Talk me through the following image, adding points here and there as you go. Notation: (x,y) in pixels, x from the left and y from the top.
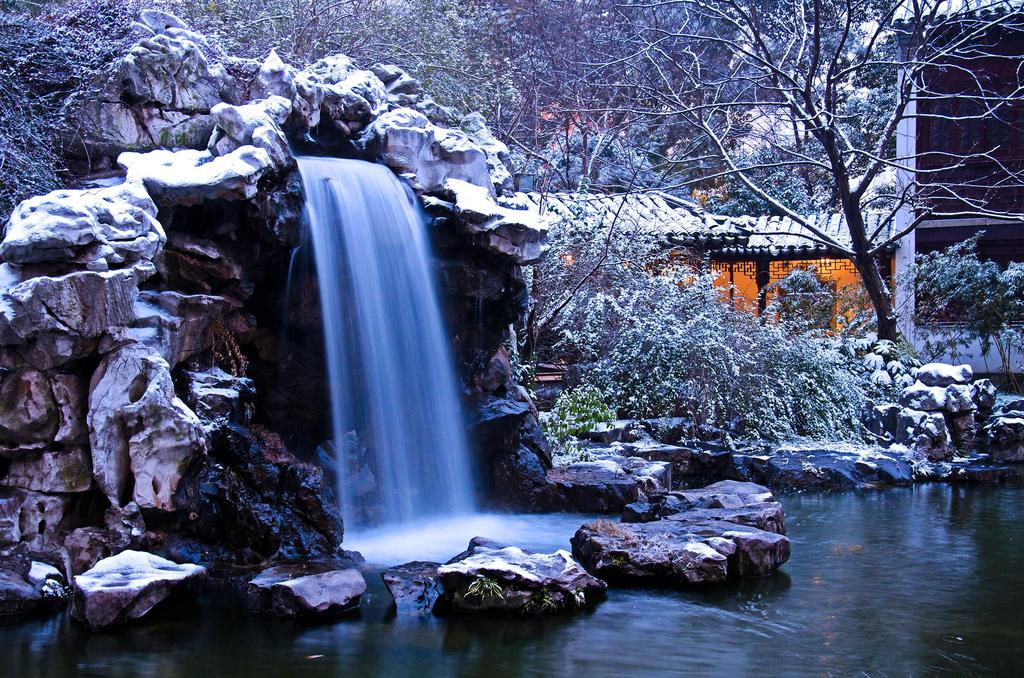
In this image I can see water (788,615) and rocks (482,460). There is a waterfall (386,365) on the left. There are trees (759,385) and buildings (724,236) at the back (723,256).
